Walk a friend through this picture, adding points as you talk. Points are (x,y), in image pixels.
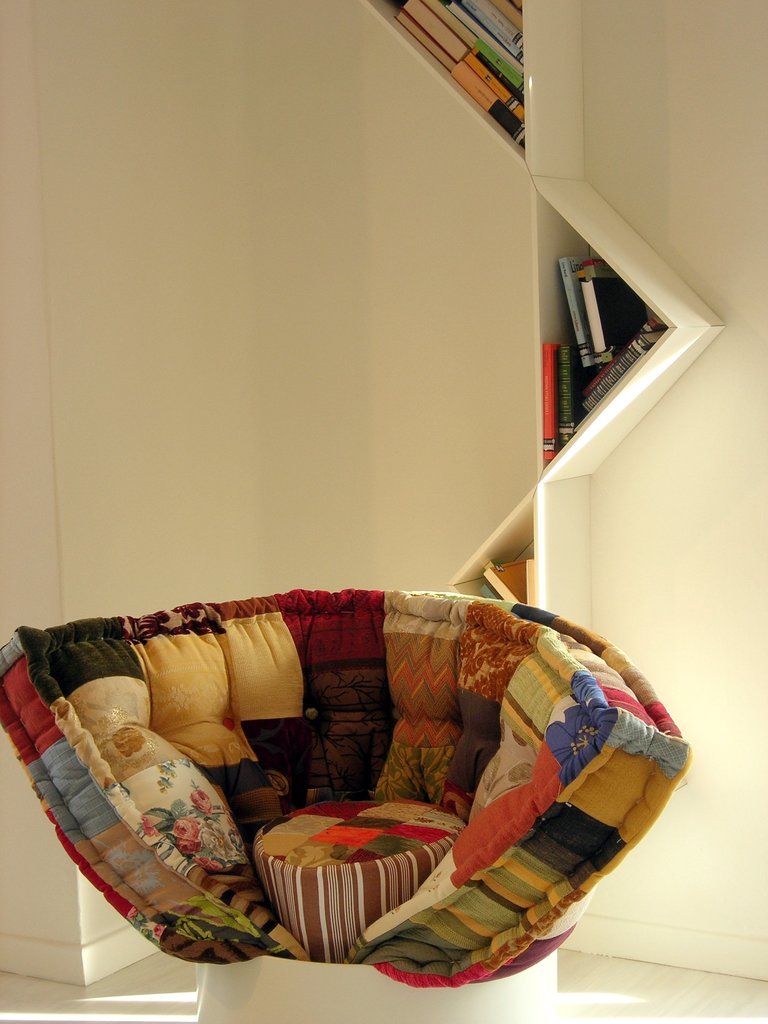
In this image I can see a sofa chair (490,941) in the front (325,616). In the background (601,329) I can see number of books (596,339) on the wall shelves (525,502).
